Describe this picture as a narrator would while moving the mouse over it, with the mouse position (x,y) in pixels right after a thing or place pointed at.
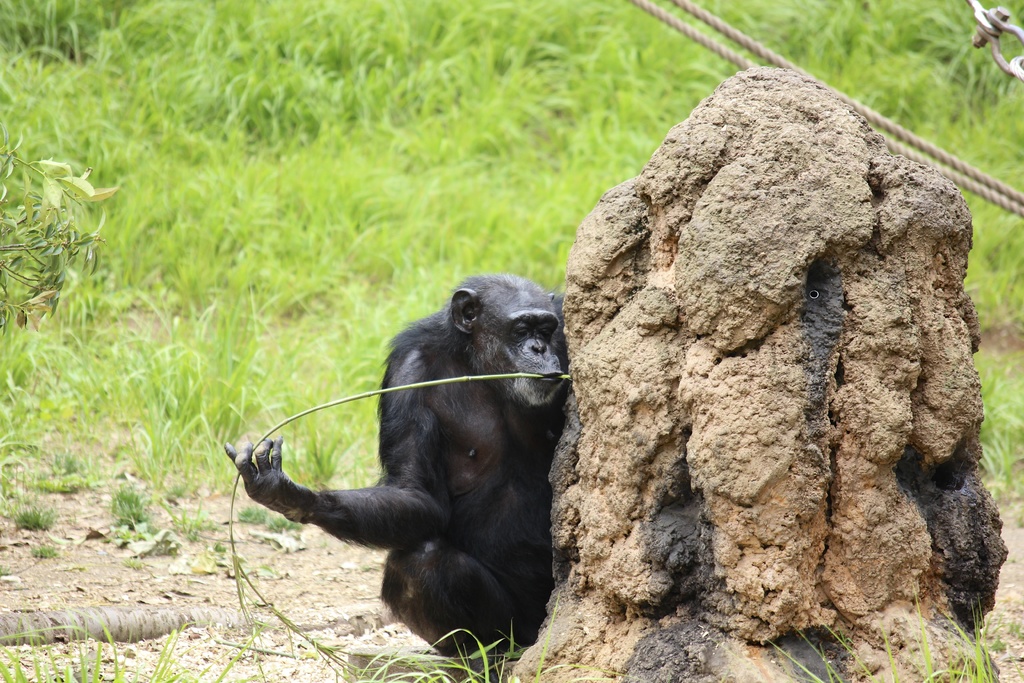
There is a chimpanzee (471,334) holding a stem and a stone (574,299) in the foreground area of the image (639,288), there are ropes (726,29) and grassland (460,134) in the background (460,134).
